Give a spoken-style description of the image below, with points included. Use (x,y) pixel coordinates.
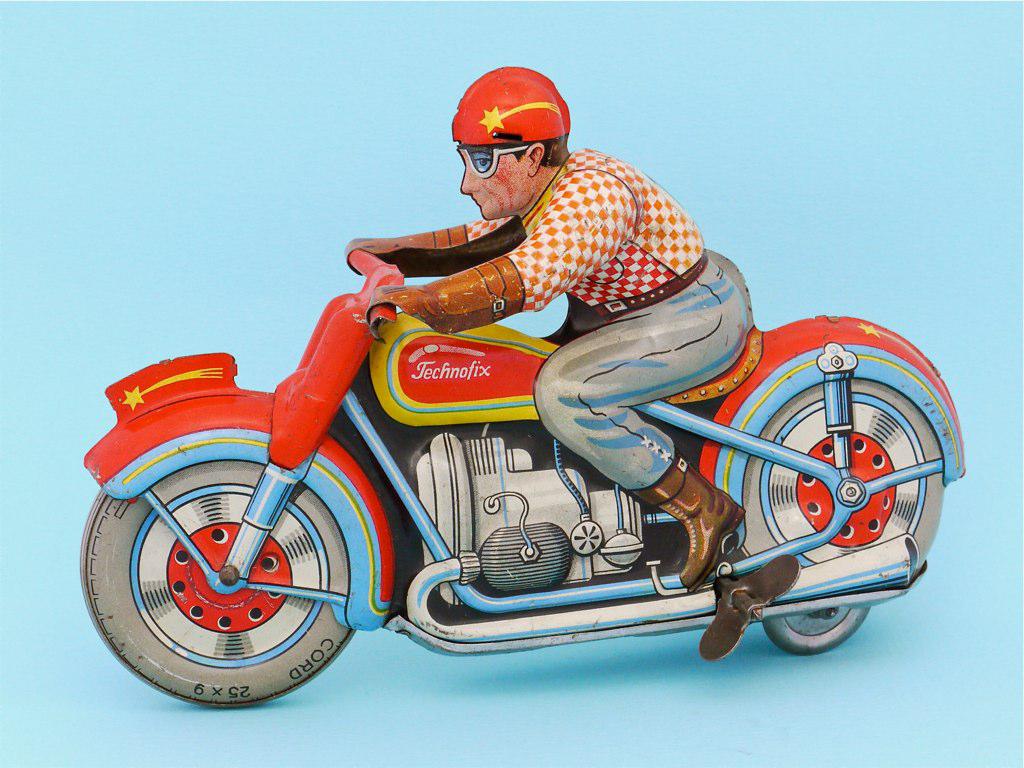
This is a picture of a 3d drawing of a person (499,195) riding a motorbike (398,543).
